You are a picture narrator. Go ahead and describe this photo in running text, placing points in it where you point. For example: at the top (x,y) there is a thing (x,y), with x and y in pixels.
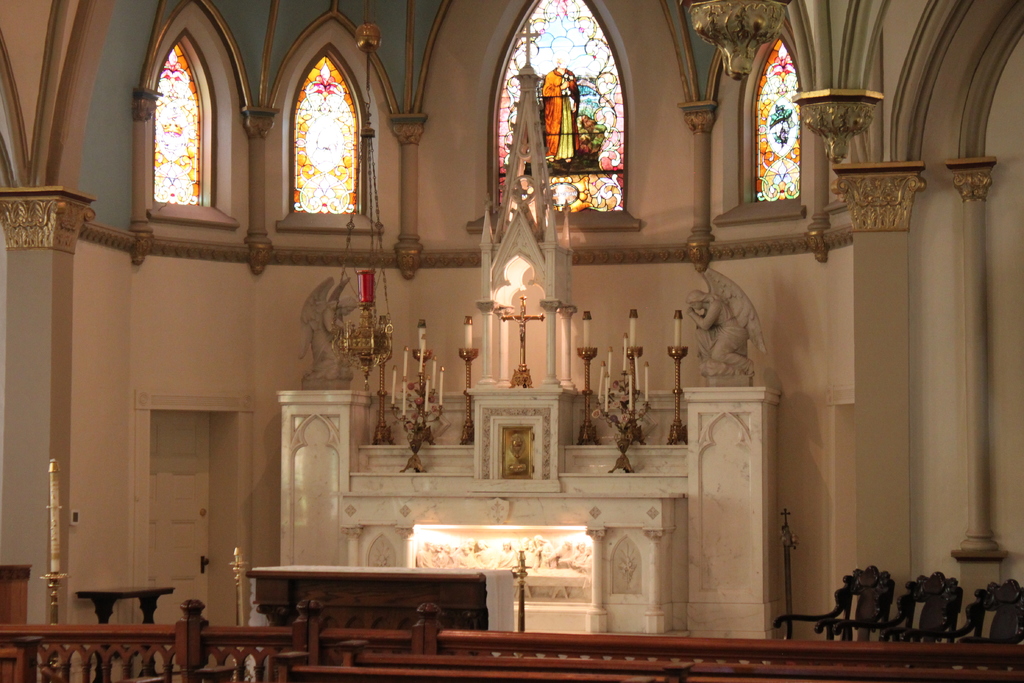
In this image in the front (283,648) there is a wooden fence (405,656). In the center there are stands (51,555) and there are empty chairs (875,613) and there is a board (381,586). In the background (722,368) there are candle stands (585,362), statues (742,365) and there are stained glasses (350,150).
